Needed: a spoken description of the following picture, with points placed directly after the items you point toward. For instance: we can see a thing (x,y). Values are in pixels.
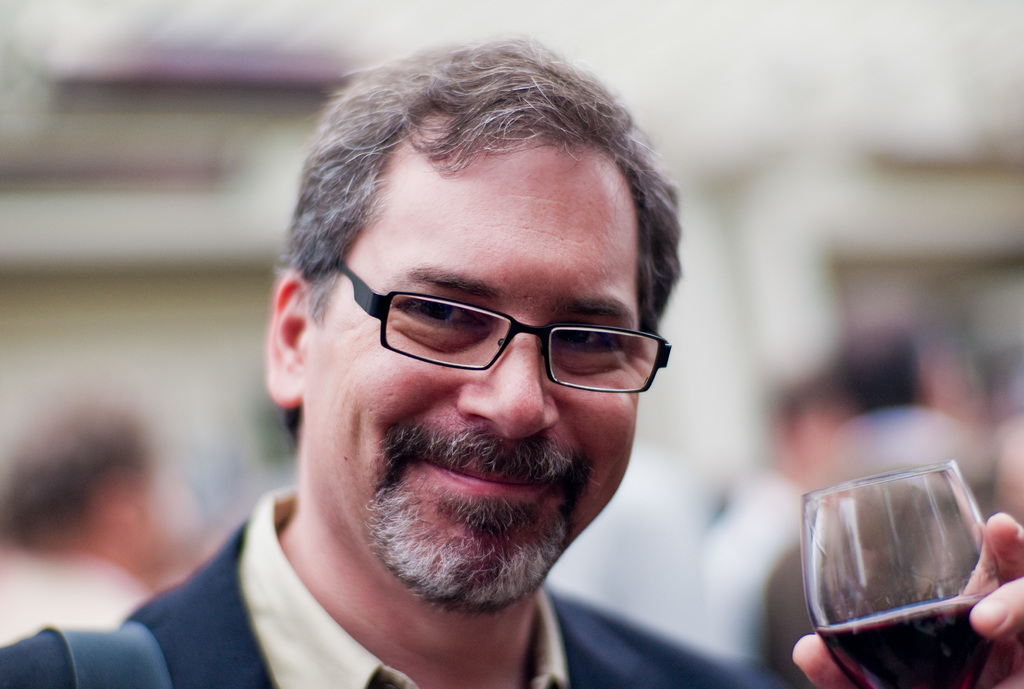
In this picture, we see a man (219,618) who is wearing cream color shirt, is holding a glass (846,600) containing some liquid (894,621) in his hands (998,671) and he is even wearing spectacles (647,378). He is smiling.
